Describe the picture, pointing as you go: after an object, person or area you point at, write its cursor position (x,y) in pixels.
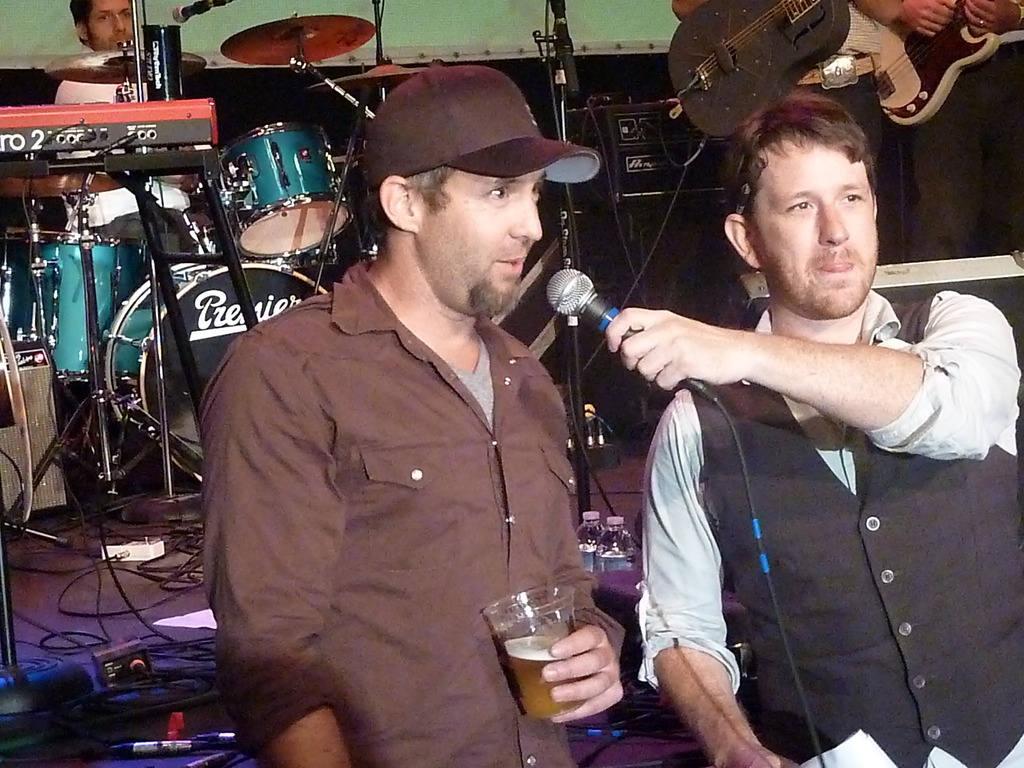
In this image we can see group of people (387,298) in the right side of the image (754,424) a man (761,465) holding a microphone (557,294) in his hand (716,356). In the middle of the image (492,292) a man (496,675) holding a glass (507,668) and we can see some musical instruments (133,246) here.
